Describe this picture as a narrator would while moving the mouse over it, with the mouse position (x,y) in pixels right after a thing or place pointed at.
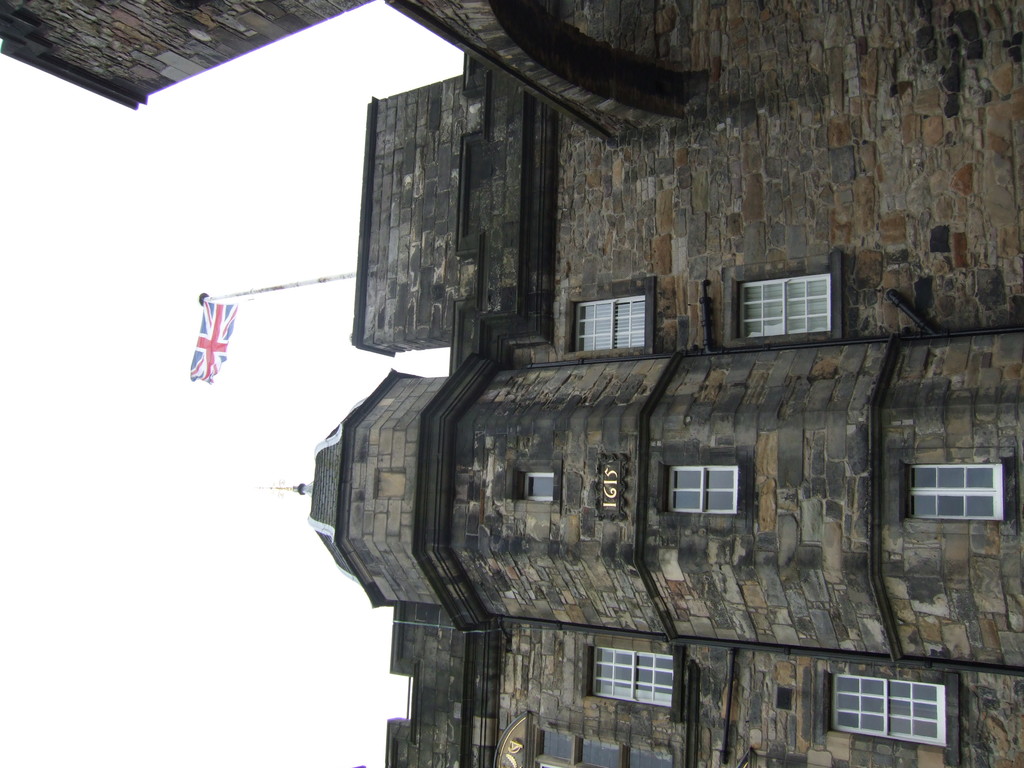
This picture is taken from outside of the building (425,517). In this image, in the middle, we can see a flag (232,318). On the right side (742,442), we can see a building (764,489), glass window (687,510) and a text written on the building (618,487). On the left side (98,665), we can see white color.
